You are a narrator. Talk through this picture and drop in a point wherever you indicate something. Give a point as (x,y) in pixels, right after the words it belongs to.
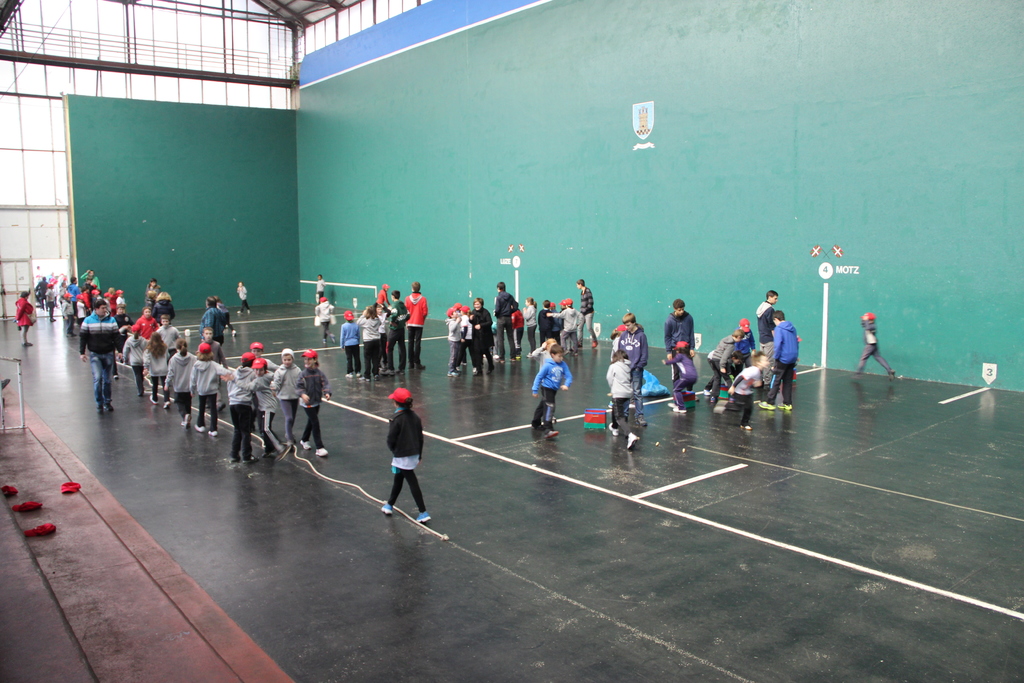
In this picture we can see there are groups of people (239,404) standing on the floor (67,388) and some people (290,391) walking. Behind the people (356,369) there is a wall (480,156).
